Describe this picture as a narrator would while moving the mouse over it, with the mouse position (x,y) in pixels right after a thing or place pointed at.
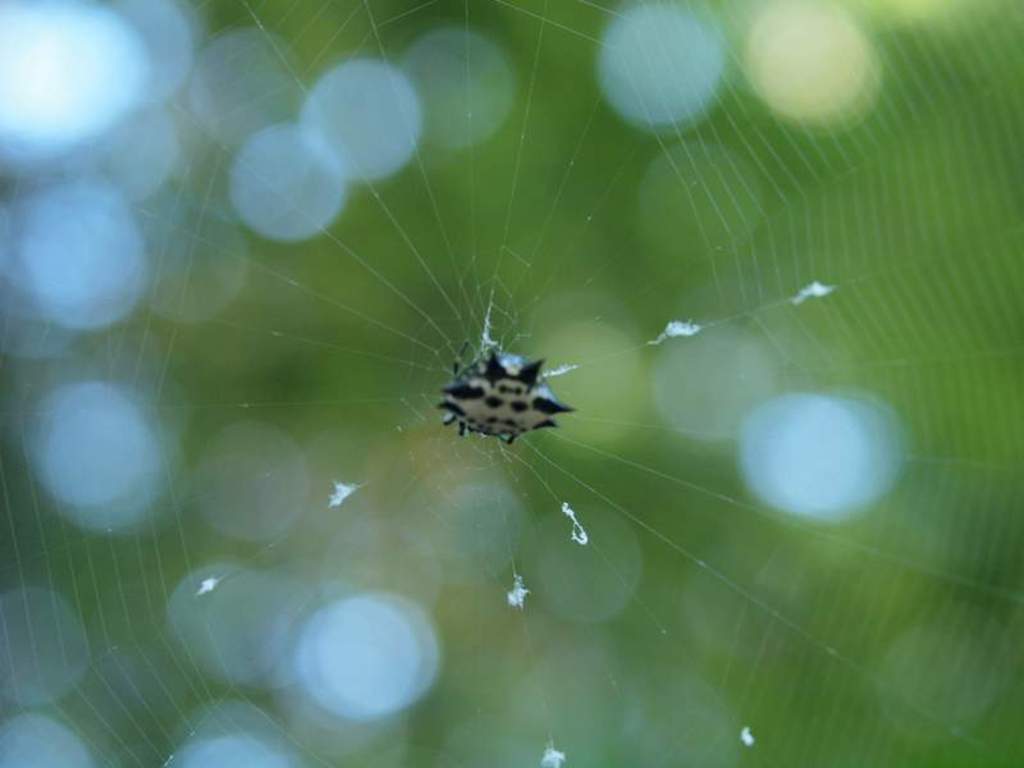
There is an insect (488,407) on the spider web (396,446).
